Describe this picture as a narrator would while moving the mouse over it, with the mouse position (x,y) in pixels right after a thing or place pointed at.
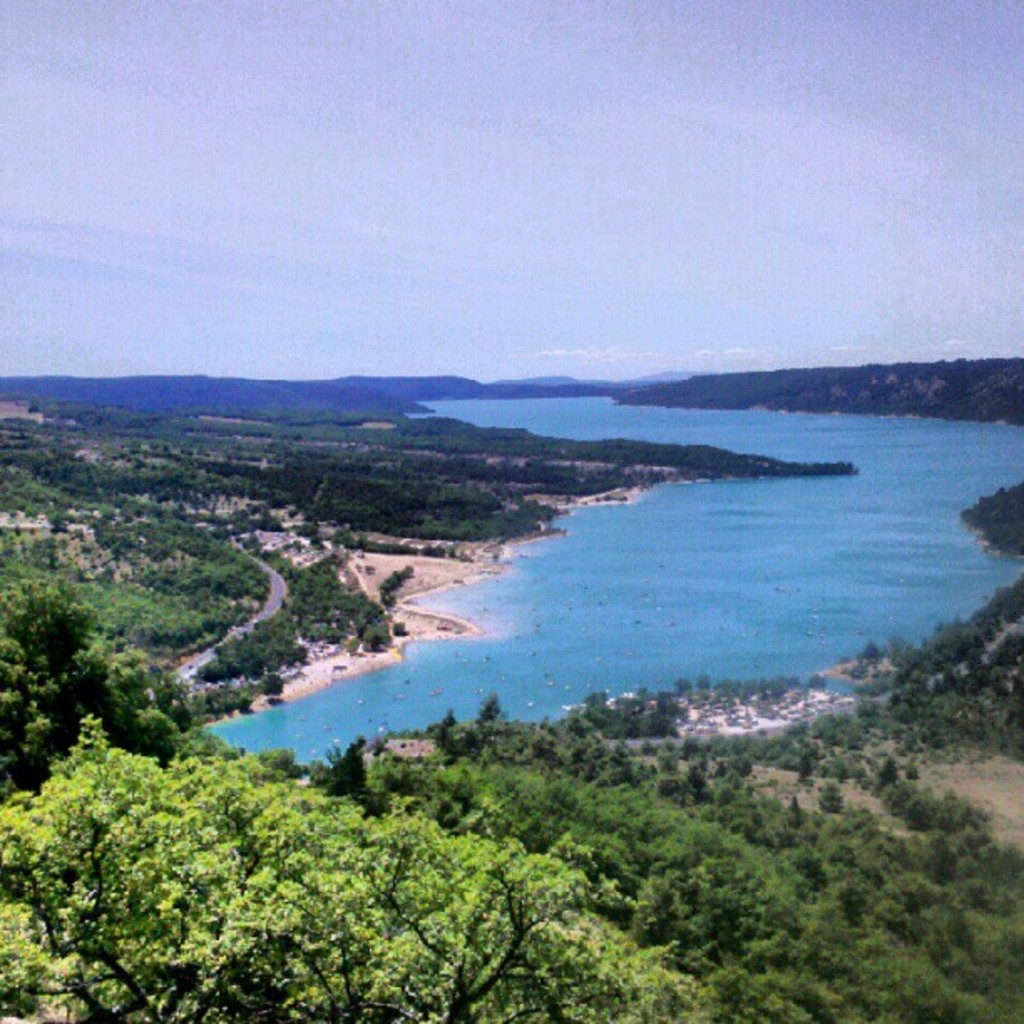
In this image, we can see some trees (12,934), there is water (754,615), we can see the road (253,621), at the top (516,140) there is a sky (524,117).
